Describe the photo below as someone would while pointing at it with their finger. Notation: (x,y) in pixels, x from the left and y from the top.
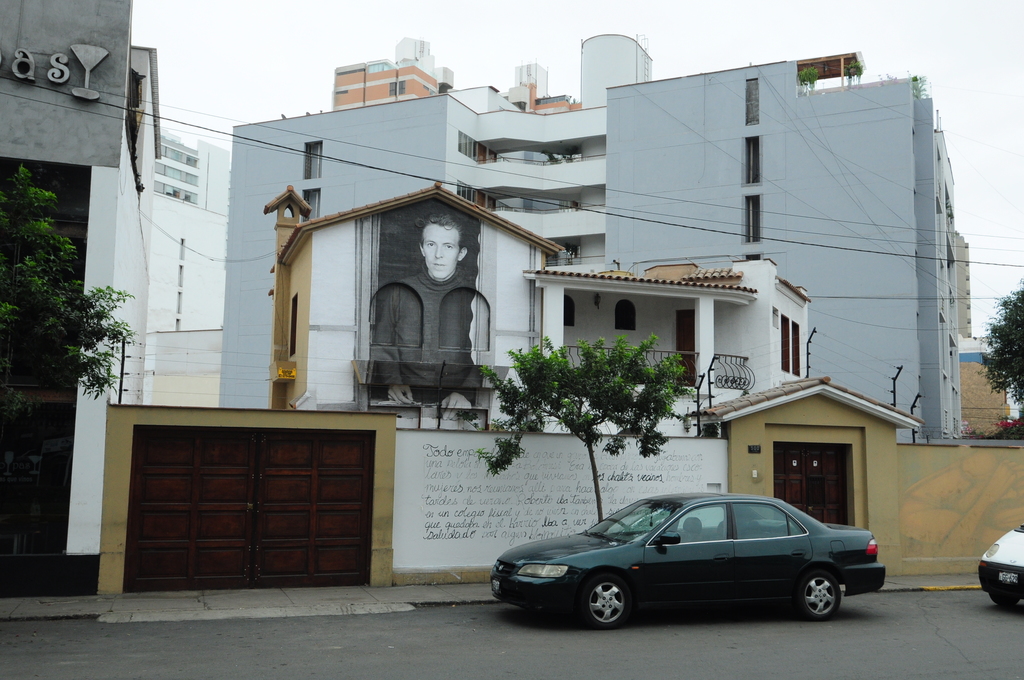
In this picture I can see vehicles (540,598) on the road (392,669). There are buildings (149,200), trees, and in the background (671,68) there is the sky (989,12).
